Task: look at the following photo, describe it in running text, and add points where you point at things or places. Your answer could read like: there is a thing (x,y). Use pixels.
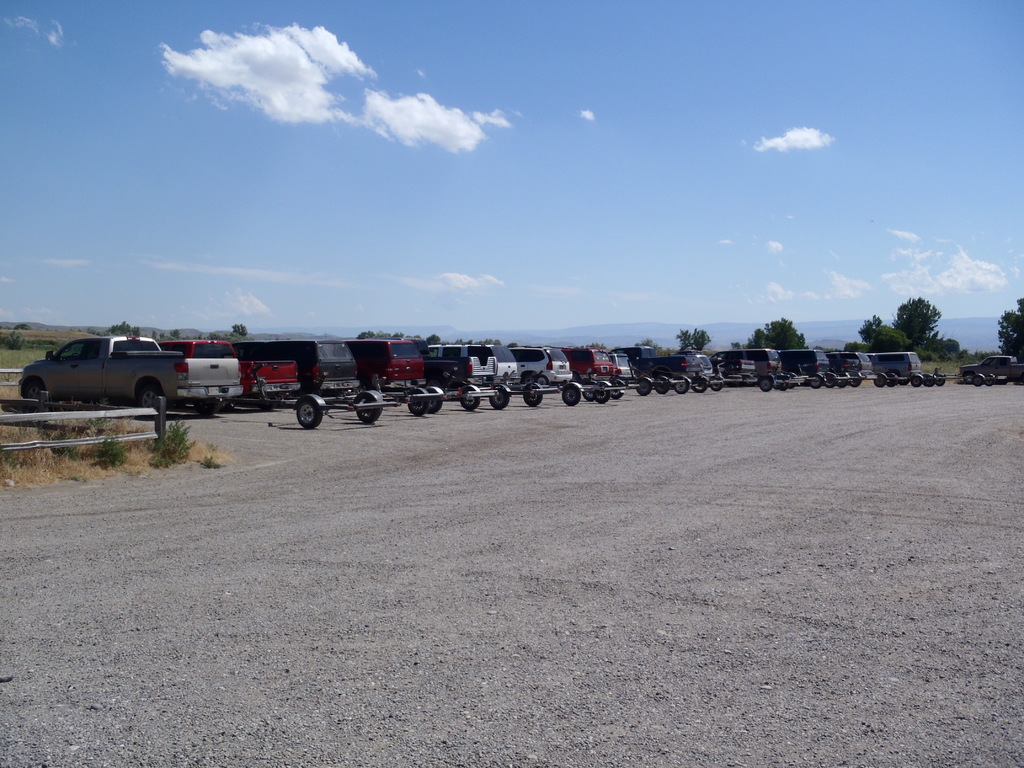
In this picture we can see vehicle (248,355) on the ground (533,573) and in the background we can see trees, mountains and sky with clouds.
